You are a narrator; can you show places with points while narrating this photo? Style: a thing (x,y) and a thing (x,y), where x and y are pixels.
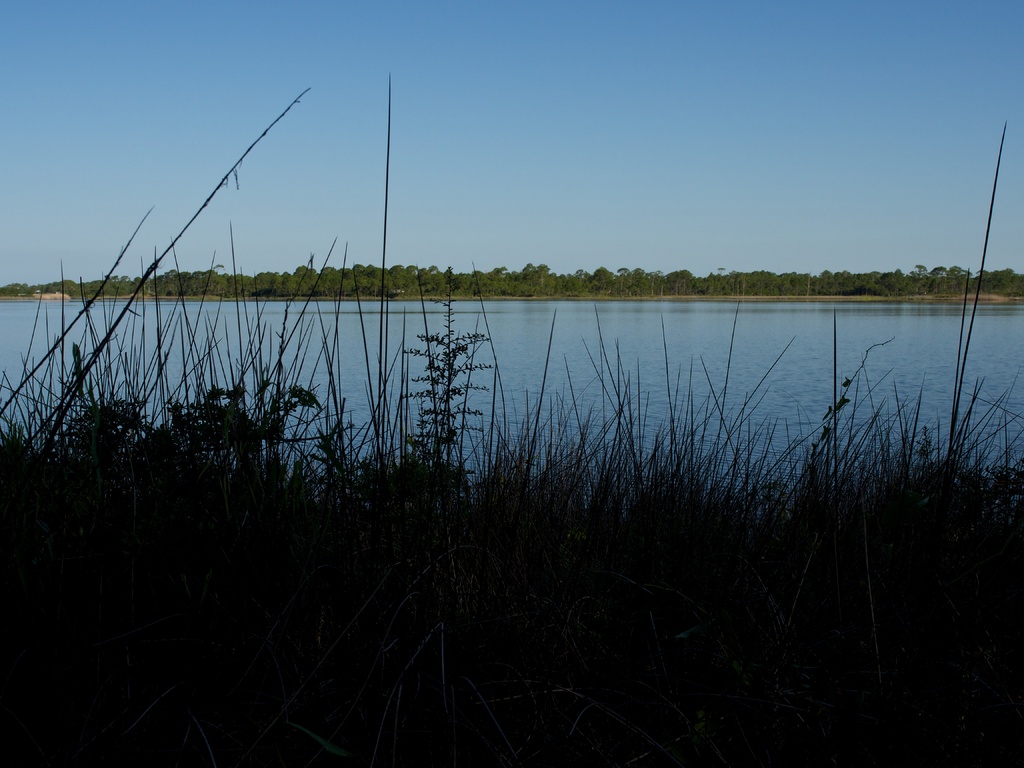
In this picture we have plants (528,508) and water (507,322) and in the background (427,279) we have trees (783,277) and above the trees (395,281) we have a sky (476,120).
